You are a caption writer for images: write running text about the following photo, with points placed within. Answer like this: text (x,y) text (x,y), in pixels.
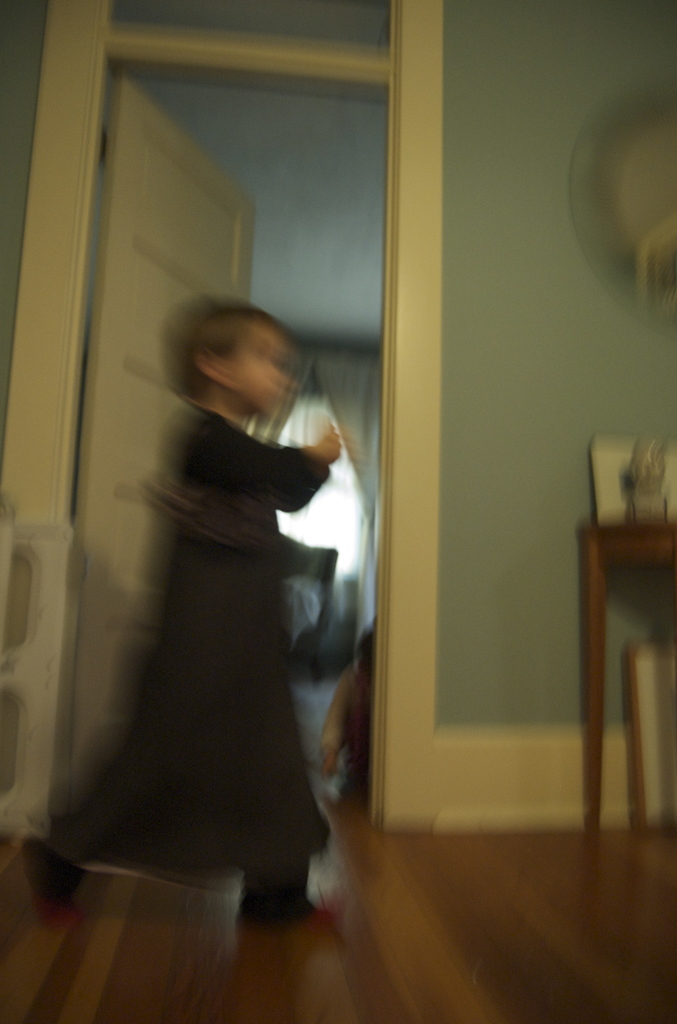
In this image I can see a girl (217,390), door (88,604), walls (28,114), table (635,541), curtains (354,410) and objects (640,485).
